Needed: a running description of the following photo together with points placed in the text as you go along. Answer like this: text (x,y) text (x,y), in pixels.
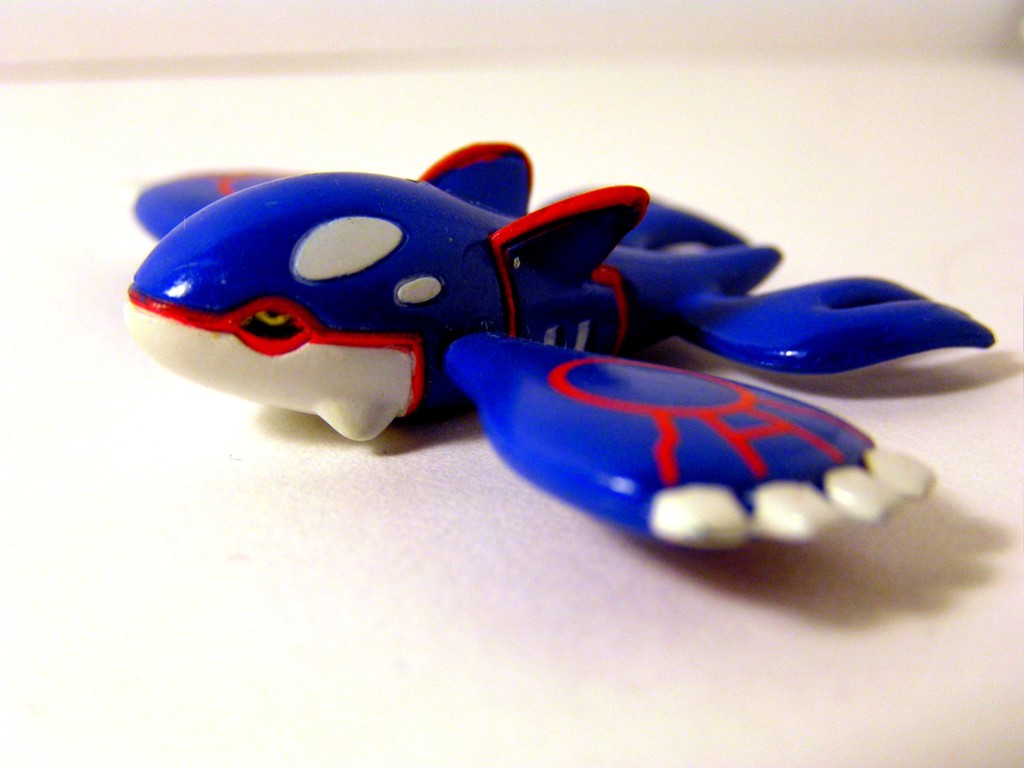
In this image we can see an object (450,367) placed on the ground (271,480).
